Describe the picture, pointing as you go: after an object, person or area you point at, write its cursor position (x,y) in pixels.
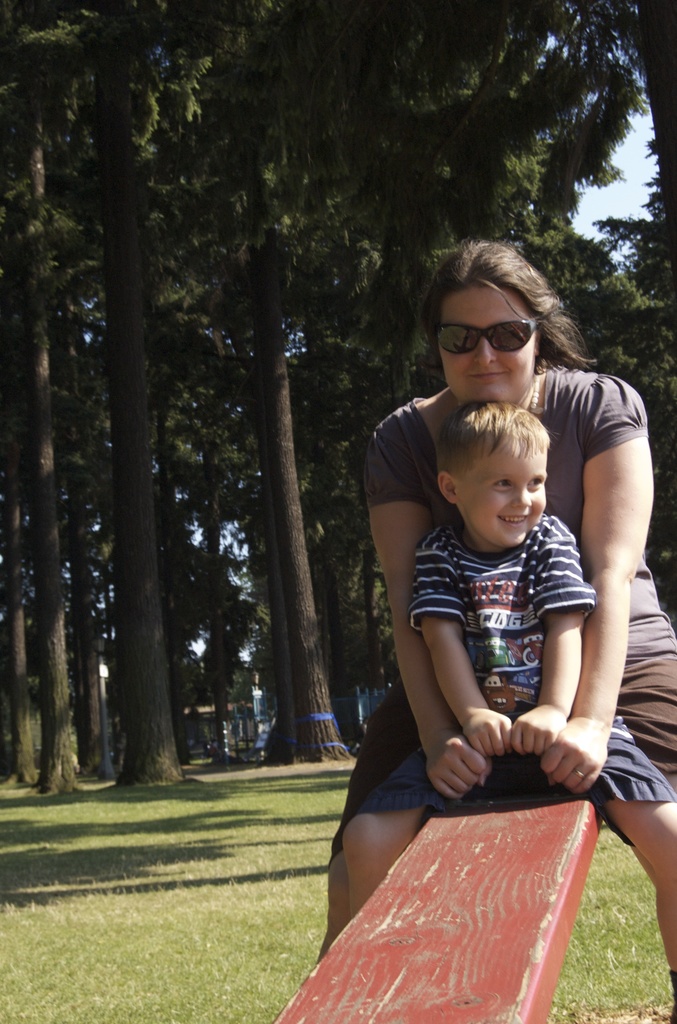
In this picture there is a woman (624,646) and there is a boy (503,739) sitting on the seesaw (372,962) and smiling. At the back (62,683) there are trees (338,557) and there might be a building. At the top (635,162) there is sky (637,172). At the bottom (241,934) there is grass (243,856).
